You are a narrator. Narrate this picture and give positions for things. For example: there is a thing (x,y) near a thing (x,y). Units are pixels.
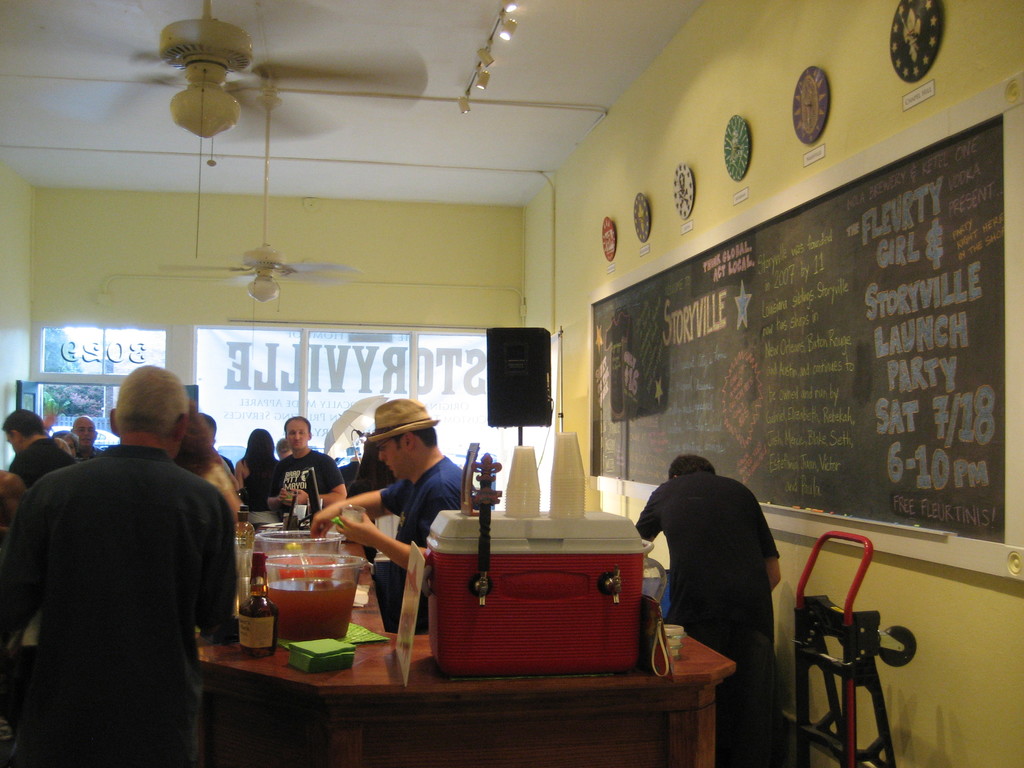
In this image, we can see people (305,465) and one of them is wearing a hat (400,431) and holding a glass (365,518) and we can see jars (318,583) containing drink (299,572) and there are bottles (259,565), glasses (565,491), a monitor (317,496) and box (614,638) and some other objects (347,655) are on the table (435,696). In the background (597,393), there is a stand (830,661) and we can see a board (775,277) with text (823,342) and some other frames (678,176) are placed on the wall (935,592) and we can see windows (322,342) and a black color box (511,368). At the top (185,113), there are fans (200,178) and lights (507,38) and there is a roof (425,130).
